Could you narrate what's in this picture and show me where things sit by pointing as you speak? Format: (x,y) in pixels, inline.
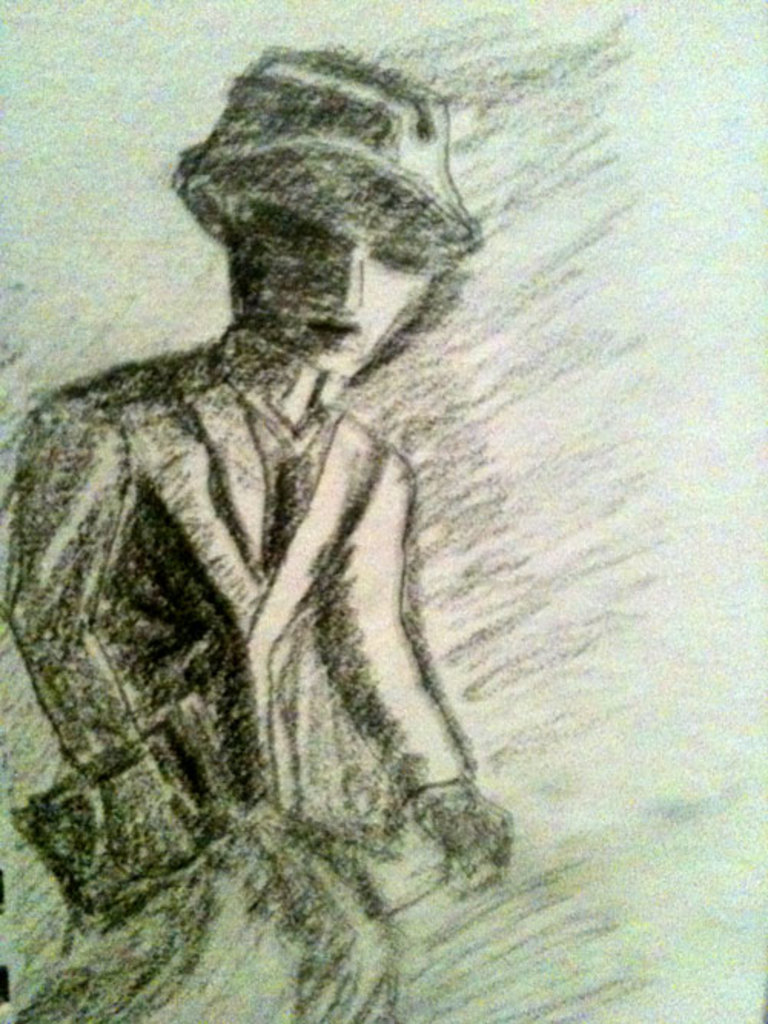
In this picture we can observe a sketch (264,479) of a person (271,539). The sketch (222,806) is in black color. The background (68,54) is in white color.
